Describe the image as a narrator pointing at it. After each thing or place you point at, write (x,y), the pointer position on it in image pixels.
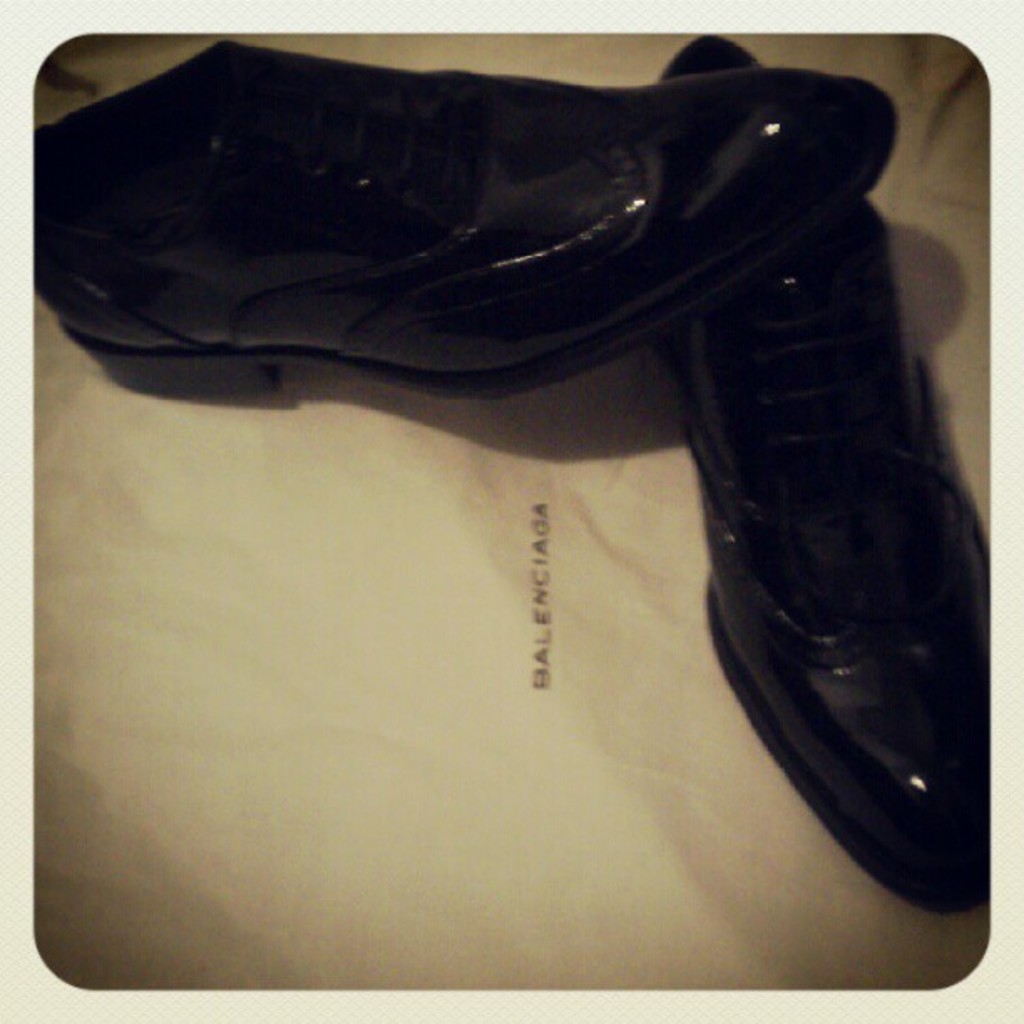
In the foreground of this image (684,234), there are shoes (777,638) on a white surface (239,766).
